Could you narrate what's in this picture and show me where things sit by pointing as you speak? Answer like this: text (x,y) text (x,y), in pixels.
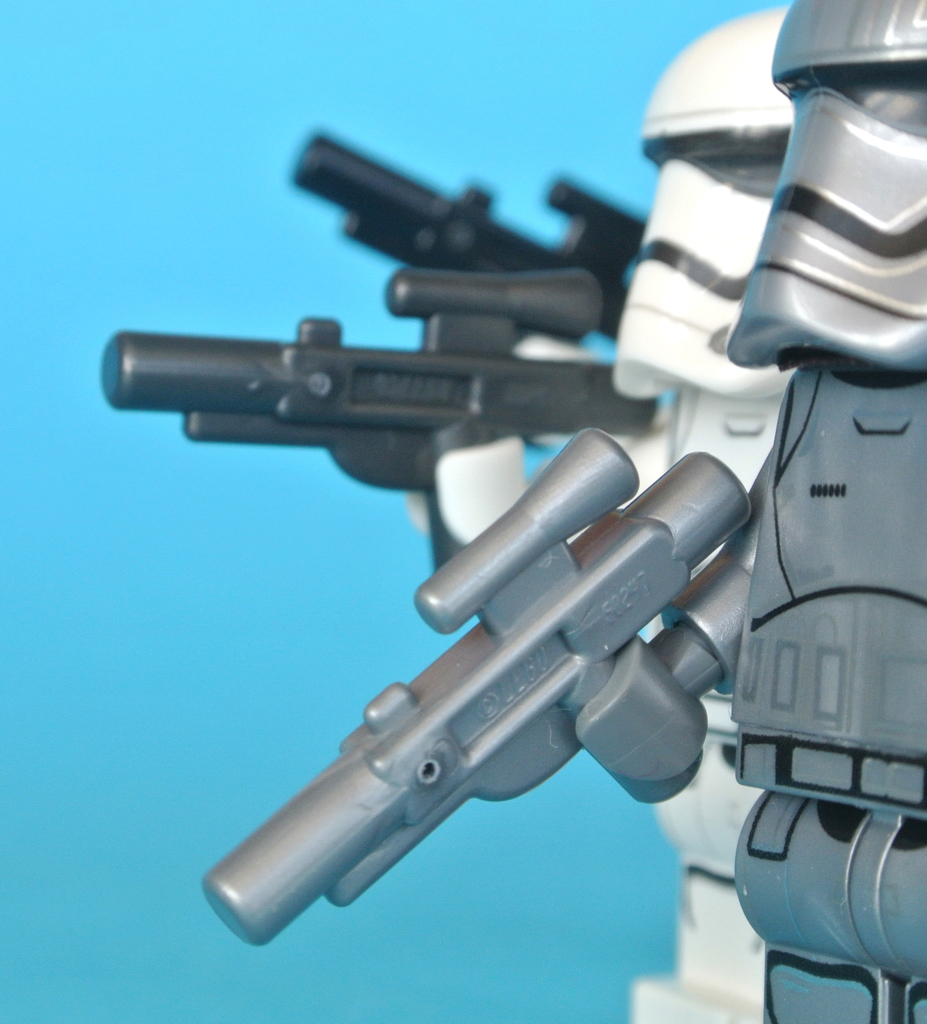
In this image I can see few toys (746,784) and the toys (910,3) are holding few weapons (590,302). The toys (725,271) are in black, white and silver color, and I can see blue color background (55,13).
